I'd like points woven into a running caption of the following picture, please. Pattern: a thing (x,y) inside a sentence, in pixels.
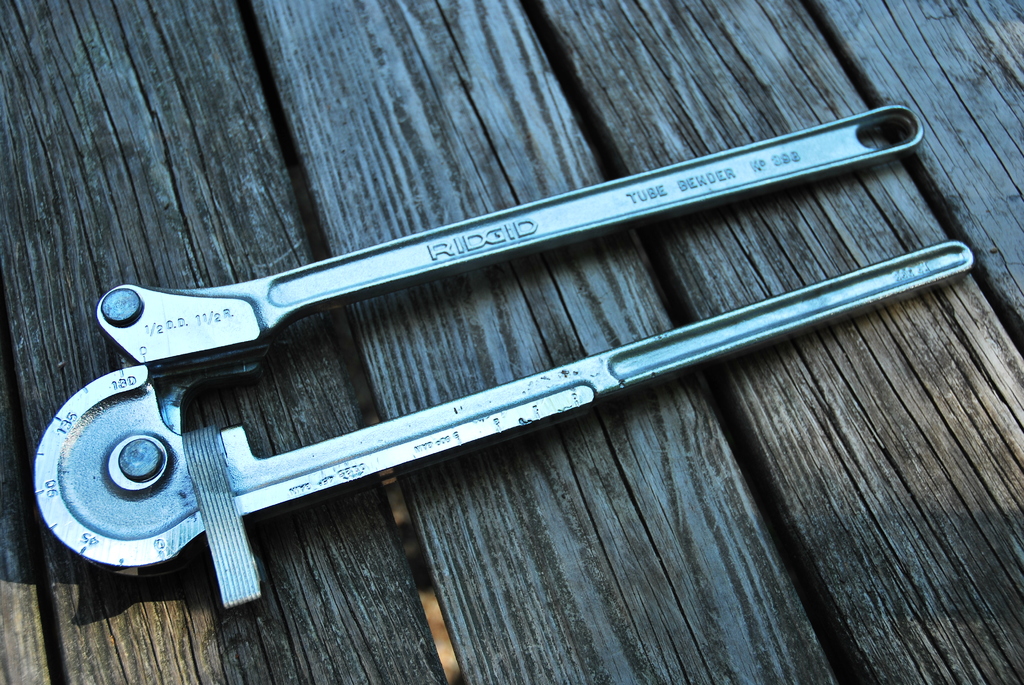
In the image there is a tube bender (404,426) on a wooden table (482,330).
